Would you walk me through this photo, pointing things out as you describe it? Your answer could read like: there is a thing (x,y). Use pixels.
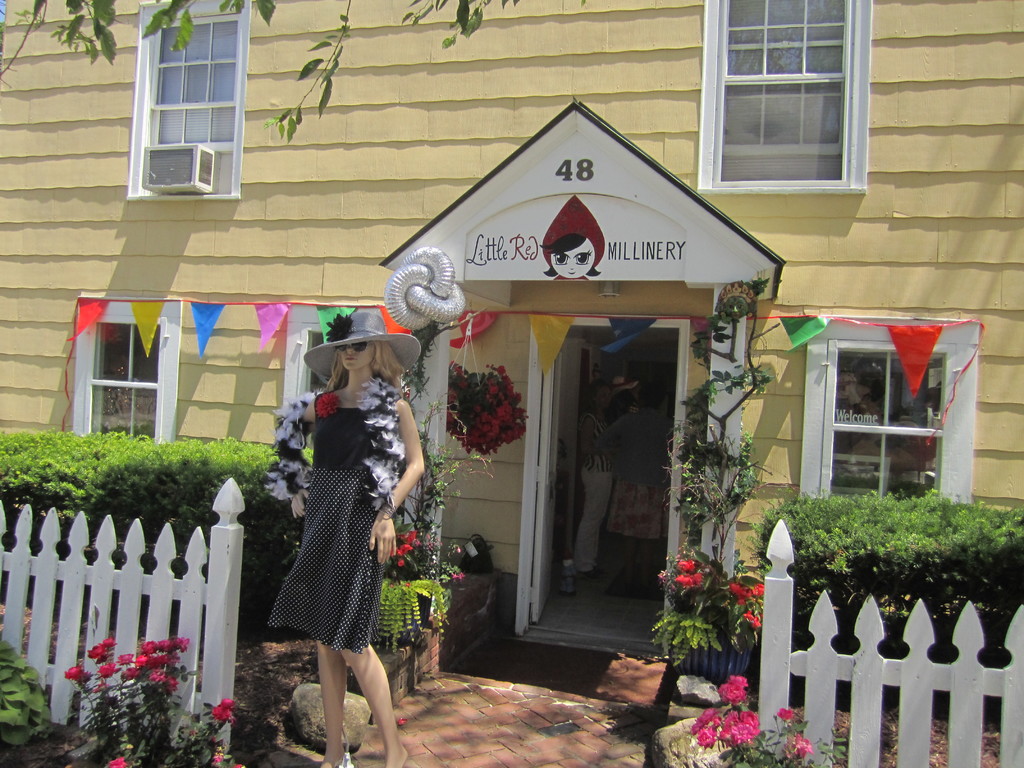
In this picture we can see few shrubs (1003,604), fences (958,642), flowers (158,683), plants (786,711) and a mannequin (413,360), in front of the house (291,338), and we can find few people (629,432) in the house (227,318).
